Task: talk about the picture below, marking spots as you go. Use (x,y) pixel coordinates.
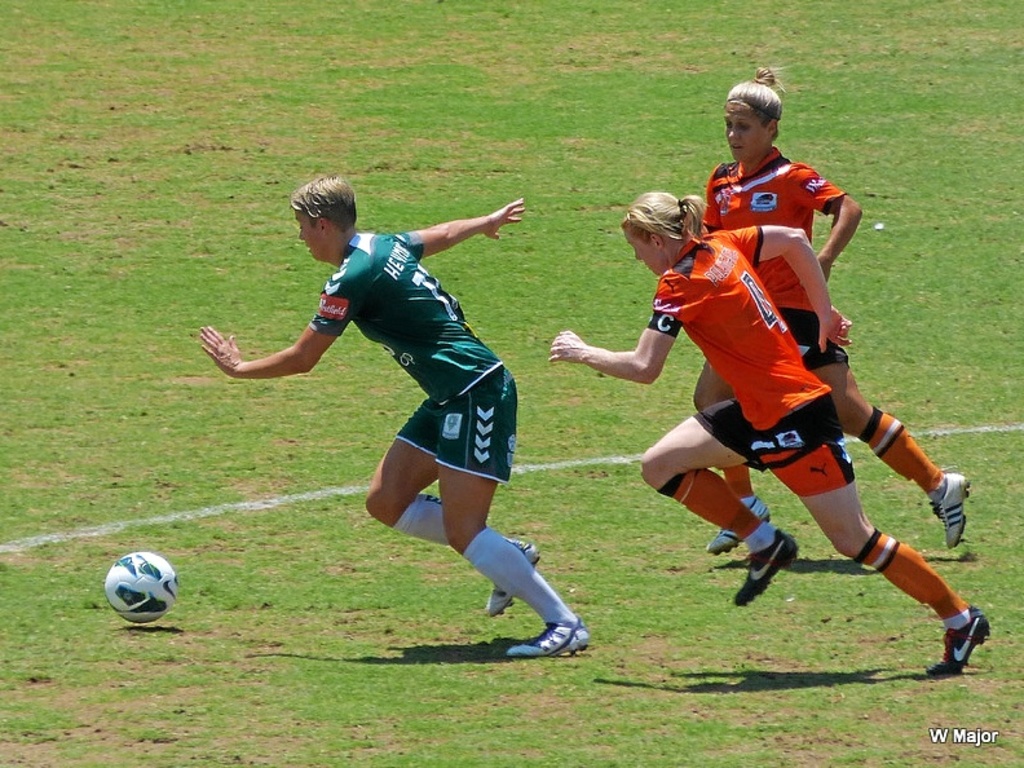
In the center of the image (590,358) there are girls (639,361) playing football. At the bottom of the image (526,705) there is grass (669,712). There is some text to the right side of the image (982,730).
